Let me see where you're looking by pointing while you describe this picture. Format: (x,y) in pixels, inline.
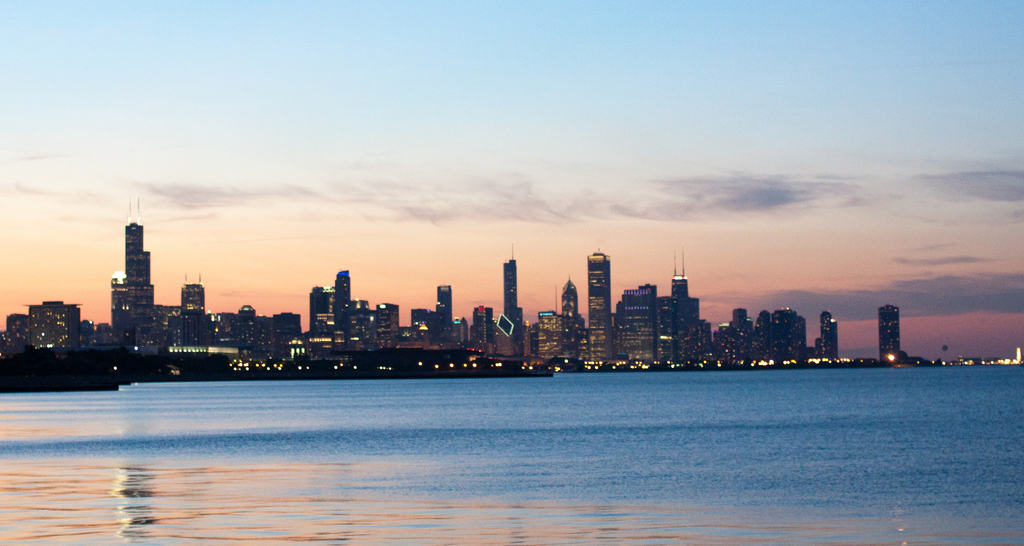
In this picture we can see the lights (239,365), buildings (680,357), water (626,402) and in the background (879,126) we can see the sky (714,135) with clouds (453,218).
